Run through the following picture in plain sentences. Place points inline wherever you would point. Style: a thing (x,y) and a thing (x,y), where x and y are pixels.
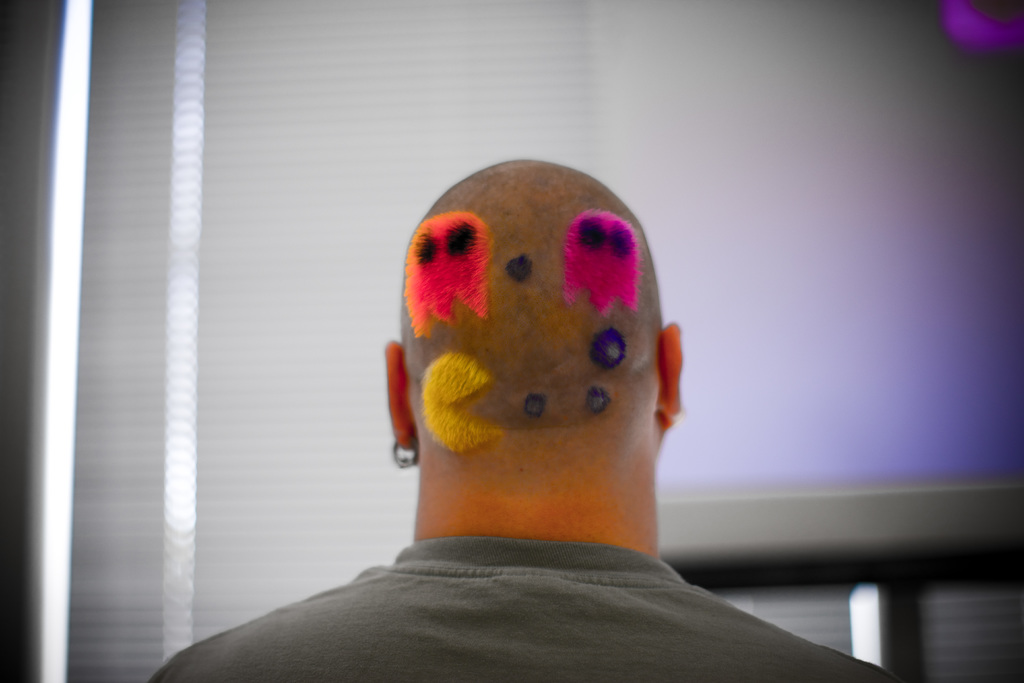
In this picture one man (535,318) has PAC-Man hair style (469,366) on his head back (530,326).
